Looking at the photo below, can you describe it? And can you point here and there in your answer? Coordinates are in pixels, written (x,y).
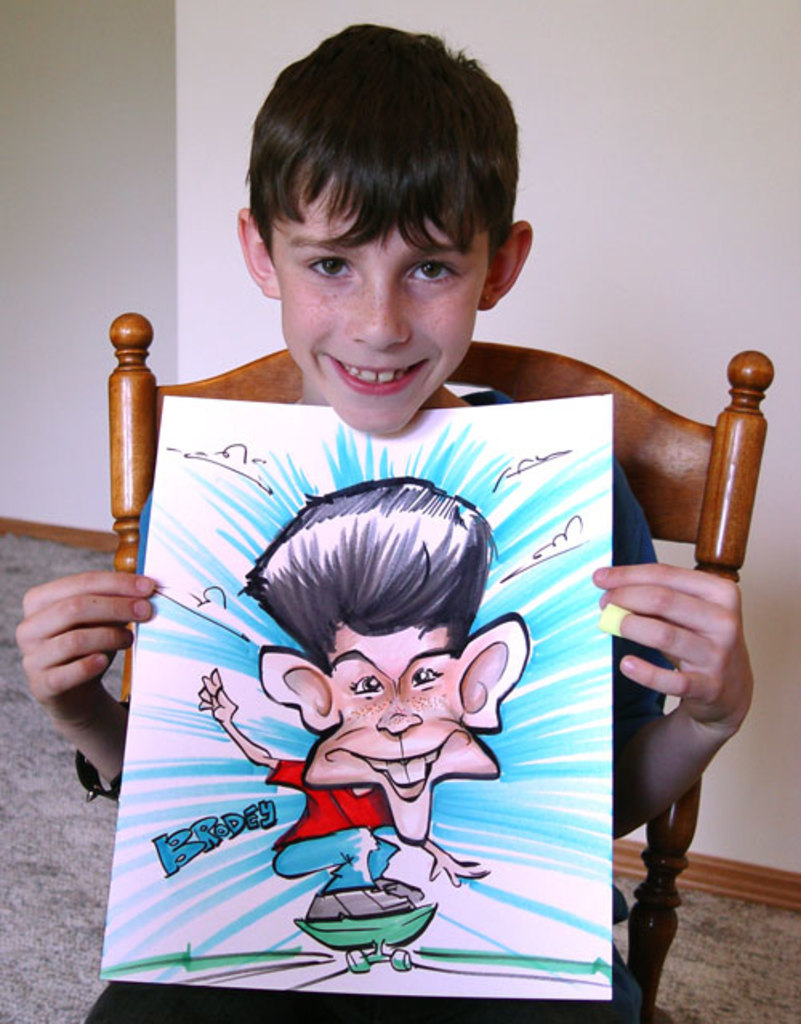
In this image, we can see a kid (384,91) sitting on the chair (668,890) and holding a paper (446,711) with his hands (675,614). In the background (56,442), we can see a wall (38,262).
